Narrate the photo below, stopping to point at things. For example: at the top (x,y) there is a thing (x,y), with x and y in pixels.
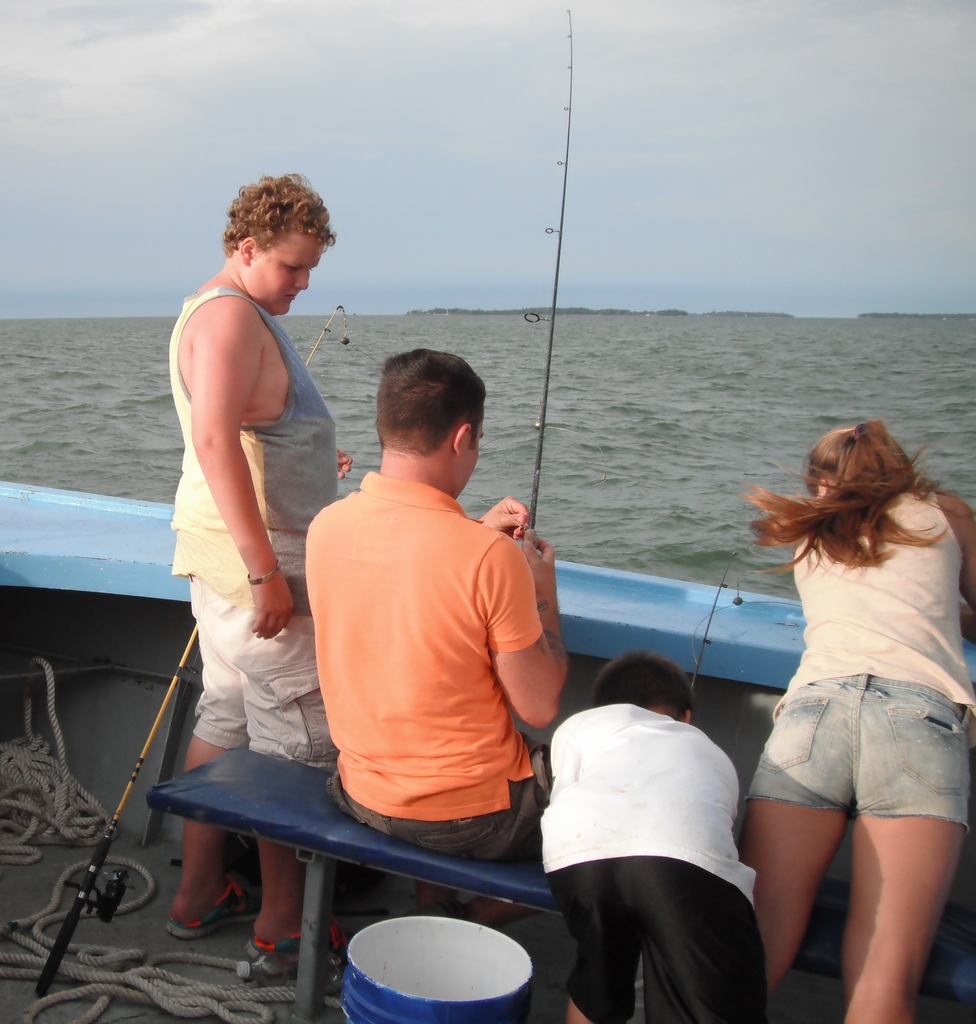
In this picture I can see 4 persons (472,534) in front (413,601) who are on a thing (12,878) and I see the ropes (43,760) and a bucket (393,981) in front (381,968). I see that the man (355,616) in the middle (433,587) is holding a fishing rod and I see another fishing rod (118,813) on the left side of this image (77,919). In the background (4,446) I see the water (689,470) and the sky (169,78).
